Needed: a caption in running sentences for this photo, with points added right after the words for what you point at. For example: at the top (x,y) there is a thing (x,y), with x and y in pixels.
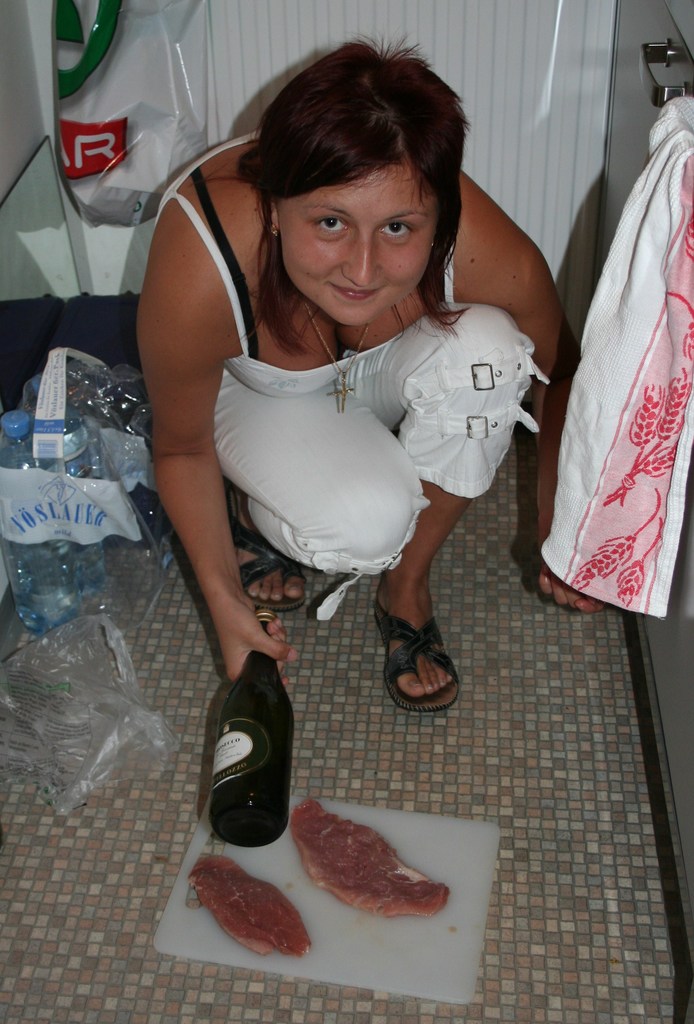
In this image, we can see a woman (512,375), she is holding a black color wine bottle (232,732), there is a white color chopping board (485,869) on that there are two objects (270,918) placed, at the left side (22,546) there are some bottles (26,567) kept in a cover (9,507).
